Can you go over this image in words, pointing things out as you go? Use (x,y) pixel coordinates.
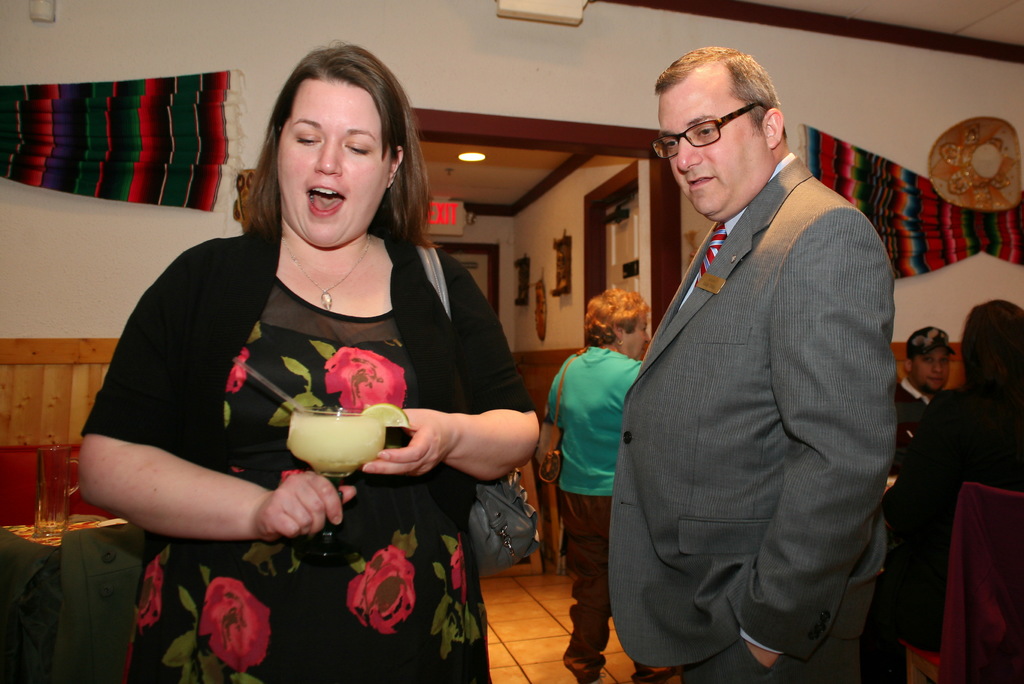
This image is taken indoors. In the background (584,297) there are a few walls (833,102) with doors (625,256) and there are a few picture frames (522,287) and decorative items (48,143) on the walls (803,108). There is a board (459,221) with a text (451,219) on it and there is a ceiling (492,159) with a light (479,158). At the bottom of the image (525,624) there is a floor (510,617). On the left side of the image (70,460) there is a table (50,534) with a tablecloth (25,536) and a glass (65,525) on it and there is an empty chair (100,595). On the right side of the image (930,485) a person (955,499) is sitting on the chair (975,536) and there is a man (925,382). In the middle of the image (590,393) a woman (608,399) and a man (712,496) are standing on the floor (527,608). Another woman (346,398) is standing on the floor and she is holding a glass (329,464) with juice (340,417) in her hands (336,494).
